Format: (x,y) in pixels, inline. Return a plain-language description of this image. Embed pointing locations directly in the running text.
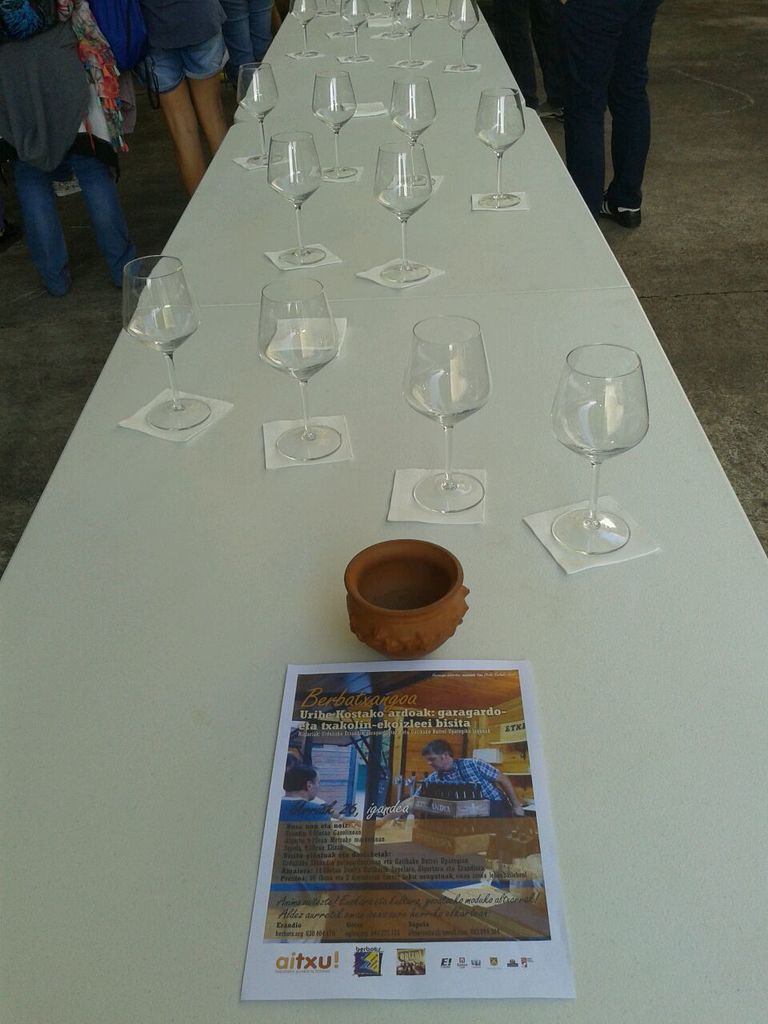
There is a group of people (645,52). They are standing. On the left side of the person (81,86) is wearing a scarf (67,10). There is a table (352,299). There is a glasses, bowl (413,631), poster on the table (405,351).
